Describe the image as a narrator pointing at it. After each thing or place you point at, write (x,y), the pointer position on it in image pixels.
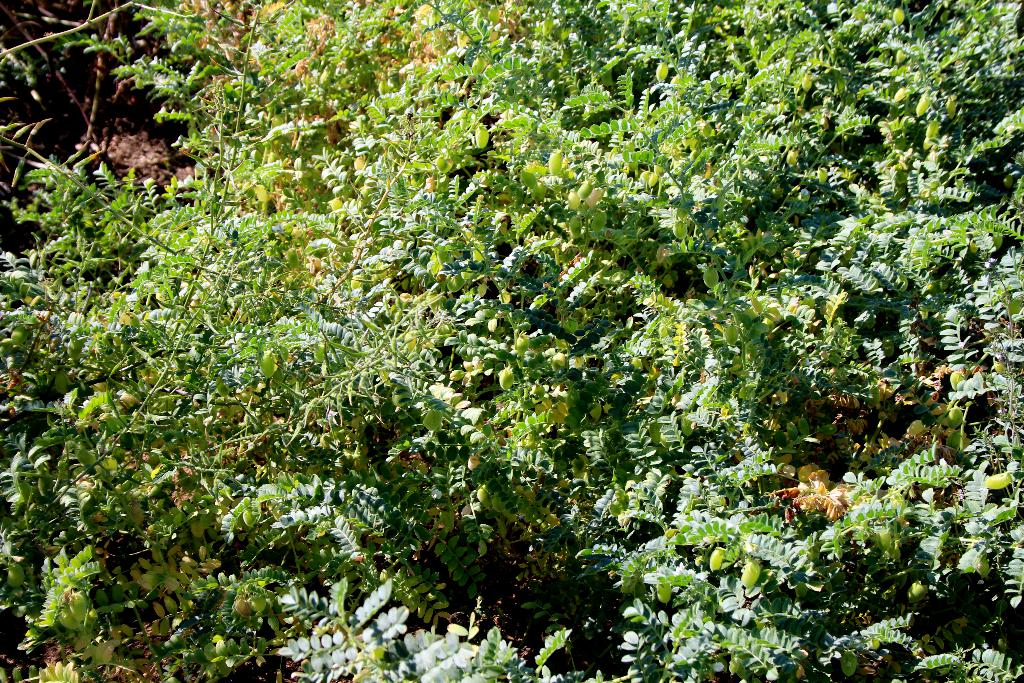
In this picture we can see few plants (321,322).
